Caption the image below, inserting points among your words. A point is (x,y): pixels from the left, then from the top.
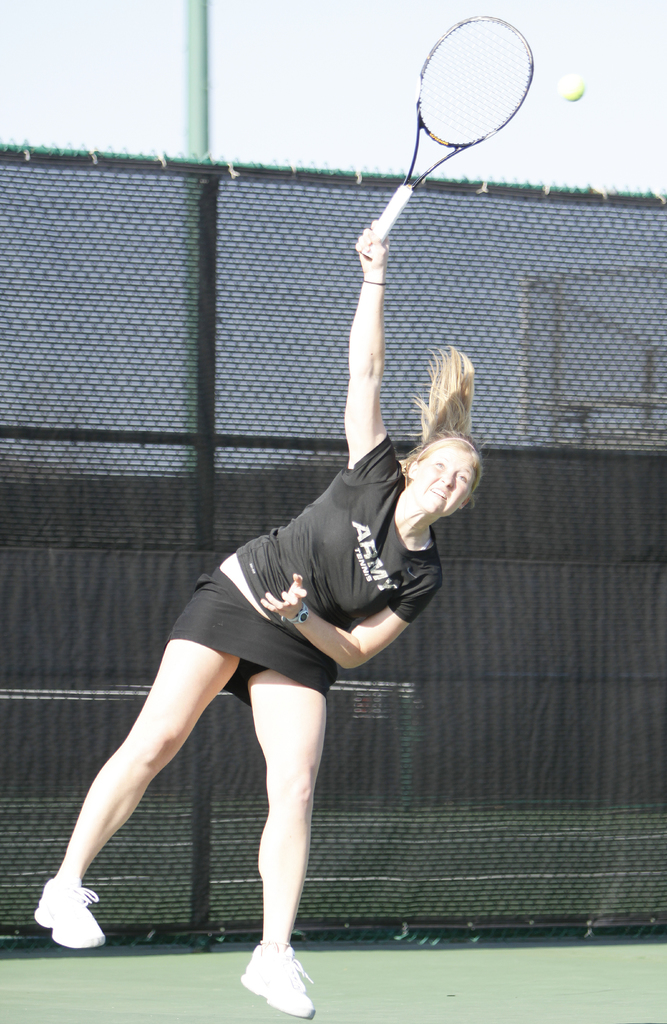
Here we can see a women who is playing a tennis. There is a mesh (508,362) and this is ground (515,988).
